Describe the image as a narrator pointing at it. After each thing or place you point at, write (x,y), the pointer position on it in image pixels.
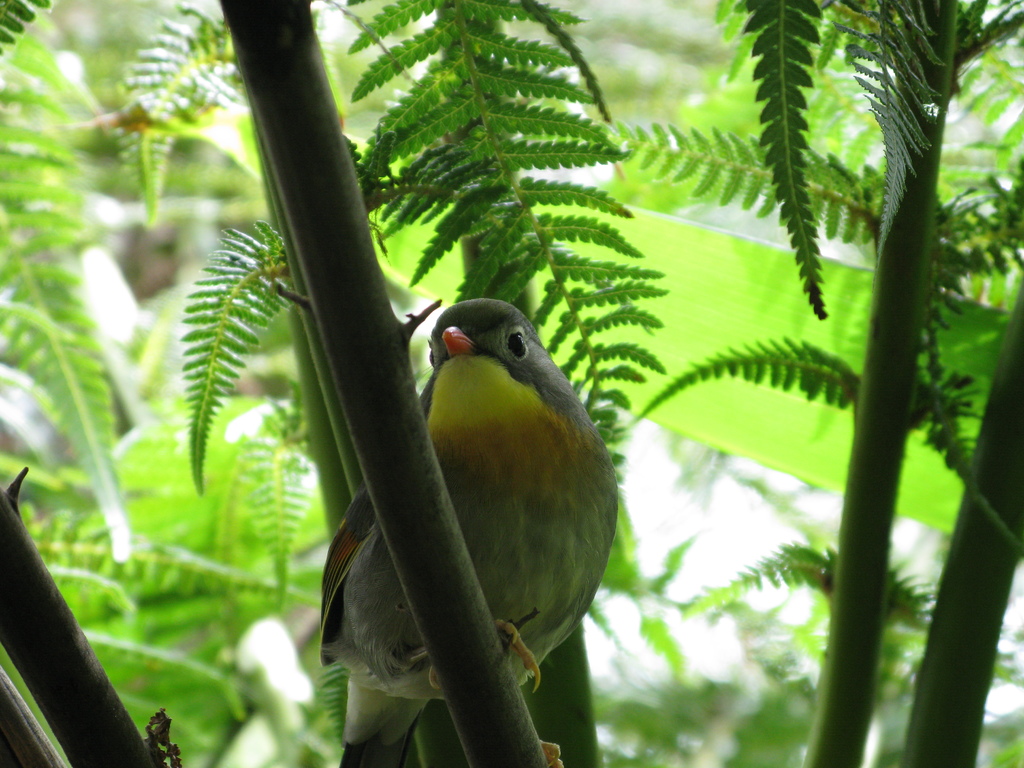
This seems to be a macro photography of a bird (448,418) sitting on a tree branch (405,517).
